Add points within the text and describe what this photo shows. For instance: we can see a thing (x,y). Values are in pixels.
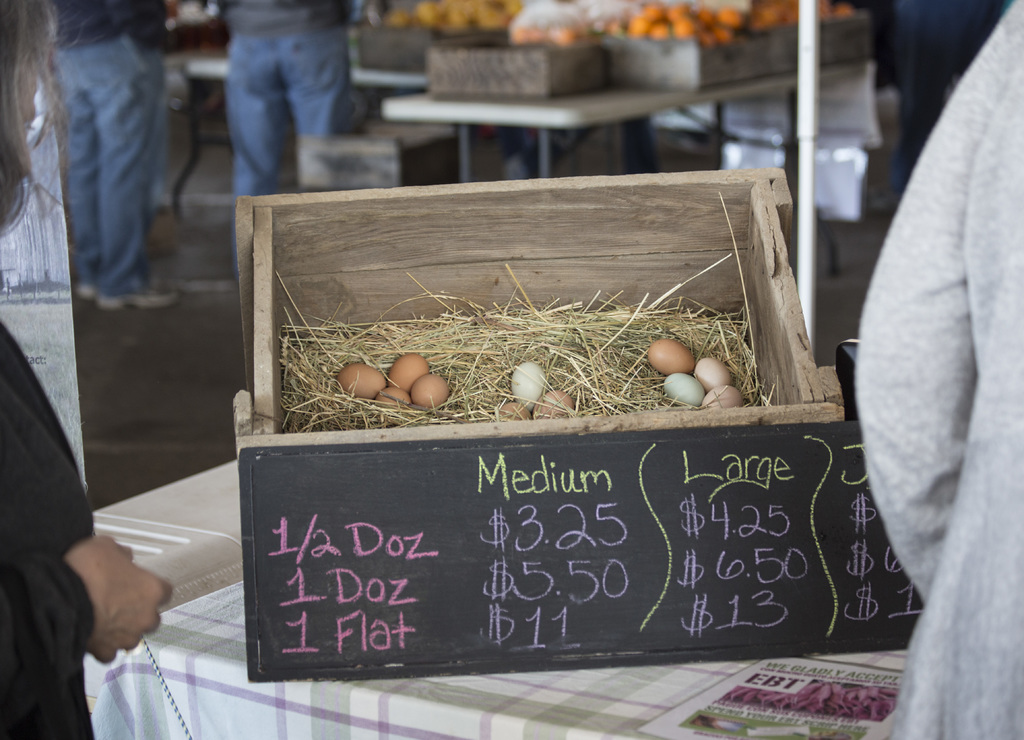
In this picture I can see a board (555,586) with text (605,577) on it and there are eggs (524,382) in a wooden box (496,344). There are persons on either side of this image, in the background (115,168) two persons (135,109) are standing and there might be some fruits (732,29) in the box (616,45).
